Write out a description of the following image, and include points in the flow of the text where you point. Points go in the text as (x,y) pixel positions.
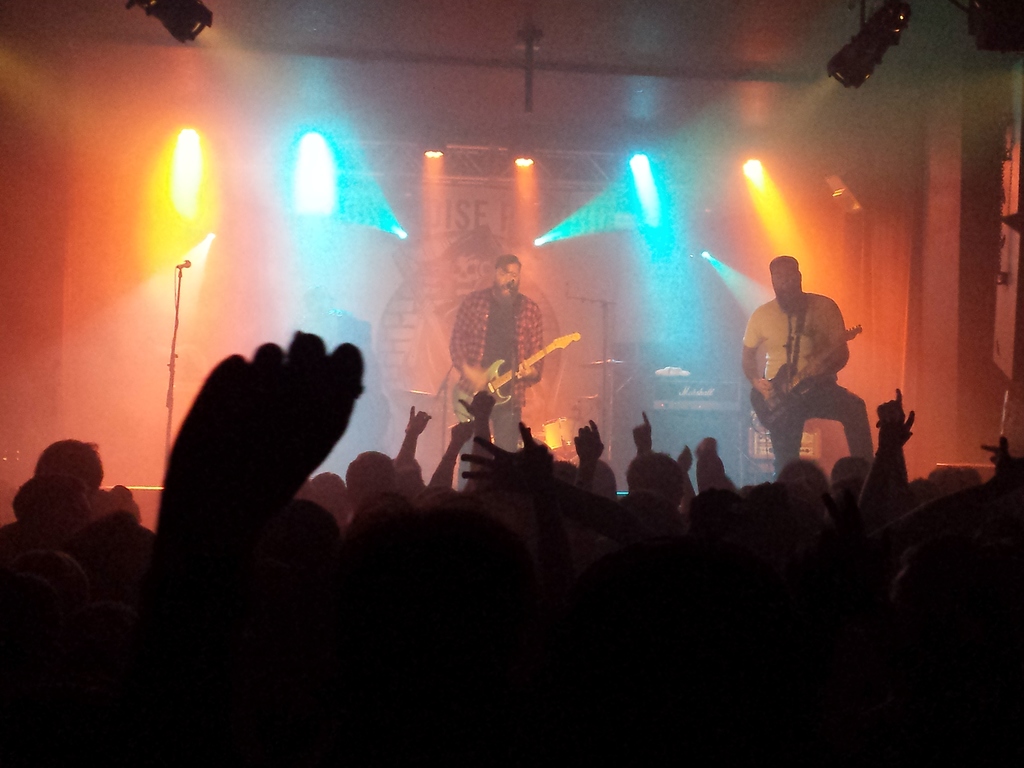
In the center of the image (499,368) we can see a person (502,340) holding a guitar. On the right side of the image (796,264) there is a person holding a guitar (786,398). At the bottom of the image (1,717) there are group of people (957,569). In the background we can see a poster (553,243) and flood lights (322,194).
